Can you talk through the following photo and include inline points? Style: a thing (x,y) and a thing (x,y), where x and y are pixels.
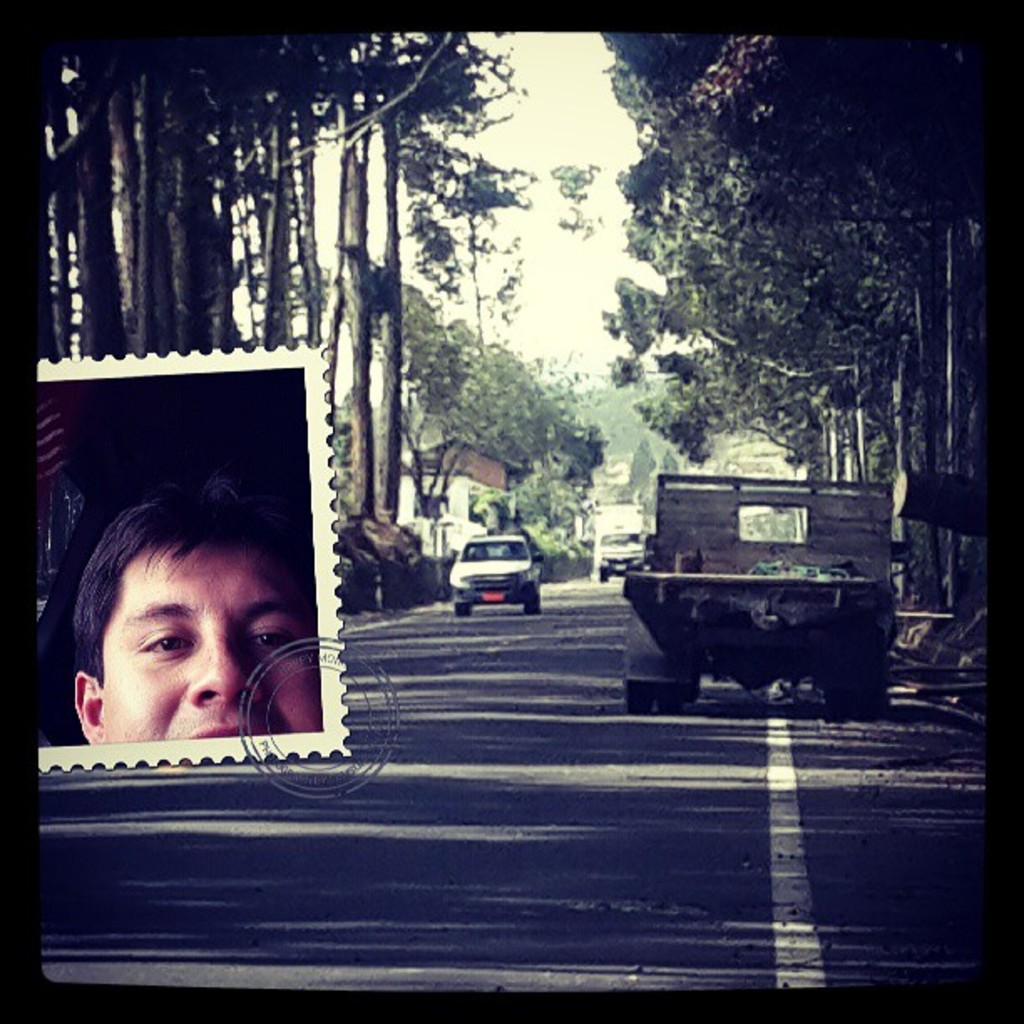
This is an edited image, there is a person (182,589) truncated, there is a road (543,792), there is the sky (533,94), there are trees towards the right of the image (832,257), there are trees (256,211) towards the left of the image (211,208), there are vehicles (726,615) on the road (579,701), there is a house (464,493), there are objects (956,683) truncated towards the right of the image (950,690).
